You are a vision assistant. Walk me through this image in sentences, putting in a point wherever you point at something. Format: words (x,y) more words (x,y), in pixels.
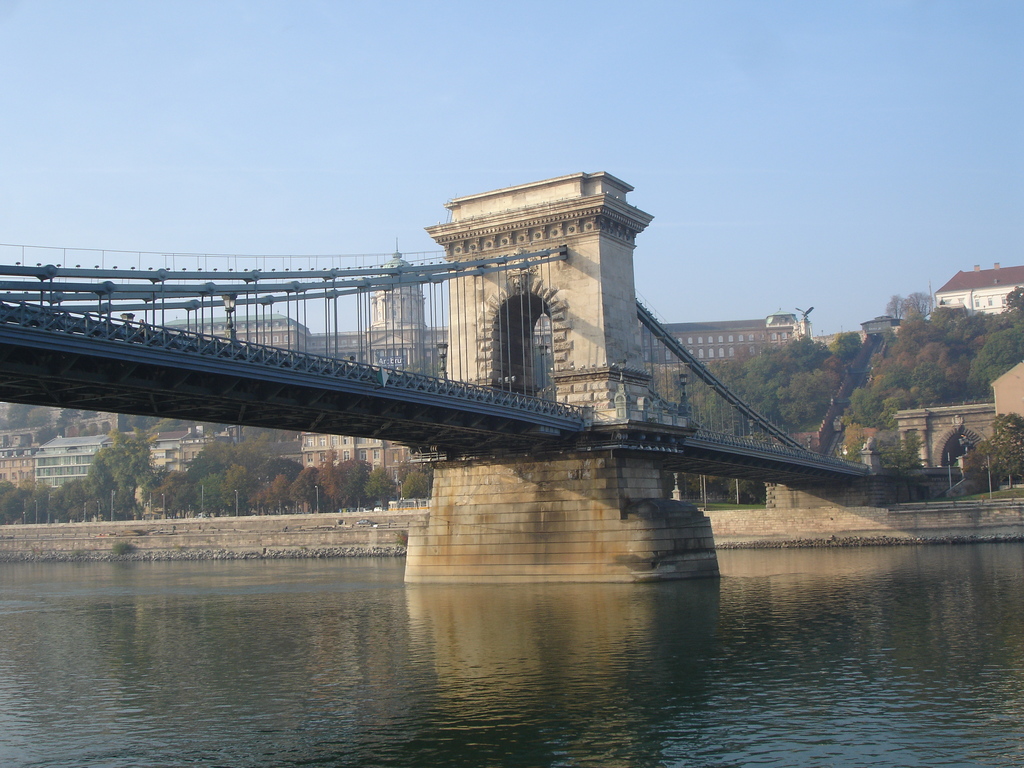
In this image in the center (554,396) there is a bridge (499,388) and a wall (488,507), at the bottom (470,656) there is a lake (511,651) and in the background (279,491) there are some trees (862,396), buildings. And at the top of the image (395,86) there is sky (574,101).
